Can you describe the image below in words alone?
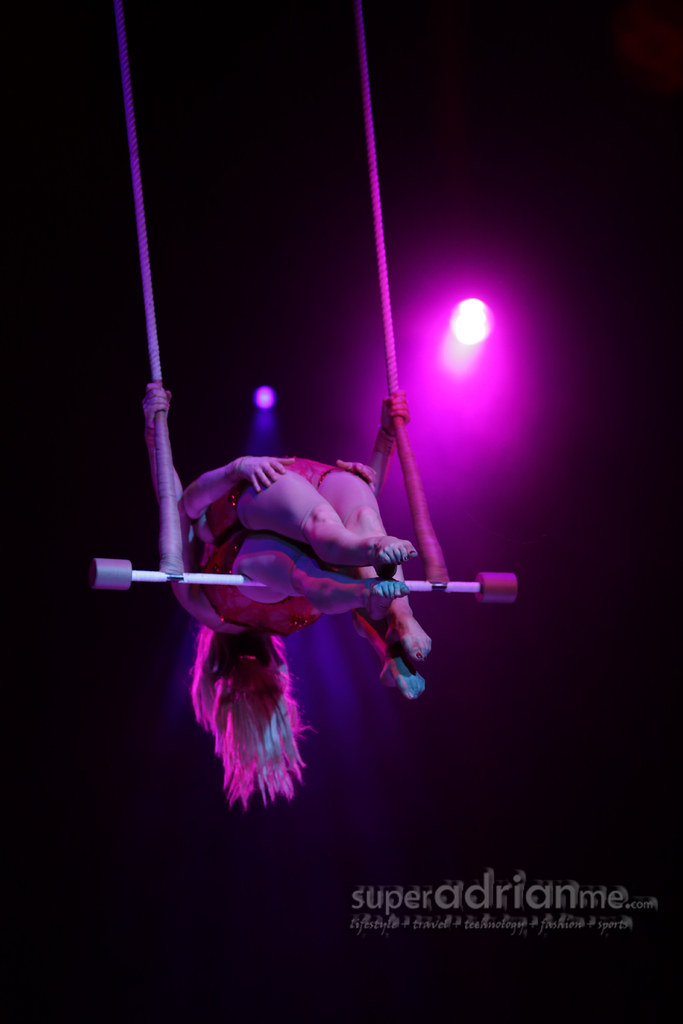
In this image we can see persons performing acrobatics.
